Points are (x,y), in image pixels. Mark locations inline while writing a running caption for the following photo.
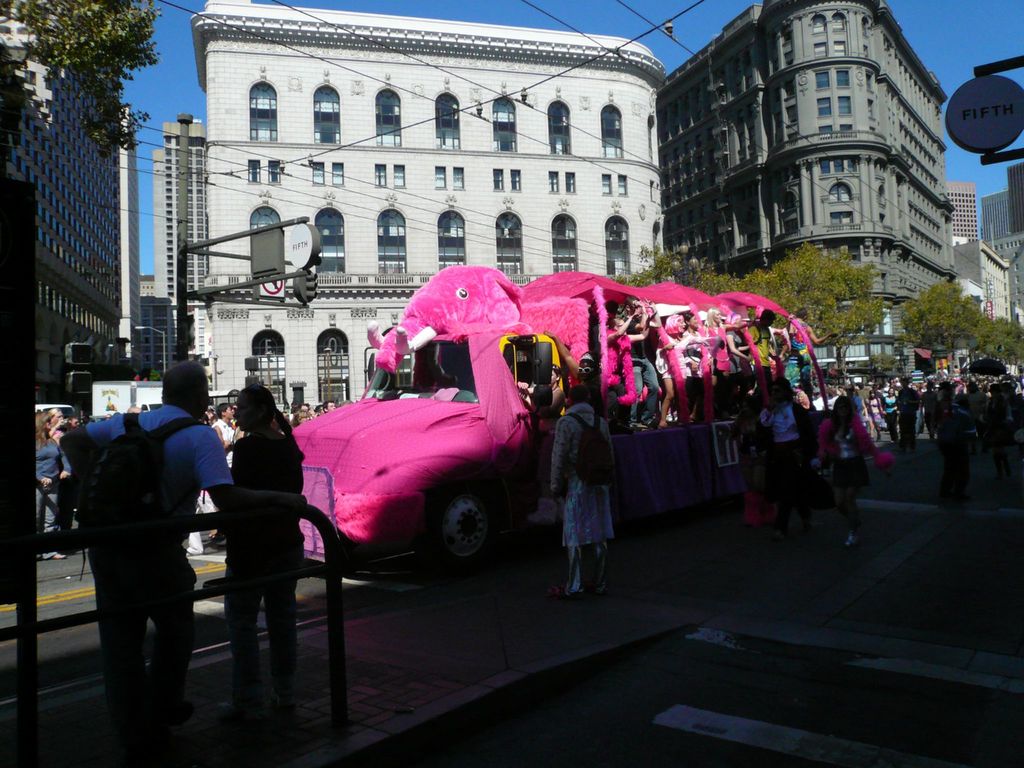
In this image I can see few building (555,149), trees (757,279), windows (568,145), signboards (310,258), poles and traffic signal (312,282). I can see few people (963,472) and the vehicle (692,462) is covered with pink color cloth (557,285) and I can see few people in the vehicle (490,314).
